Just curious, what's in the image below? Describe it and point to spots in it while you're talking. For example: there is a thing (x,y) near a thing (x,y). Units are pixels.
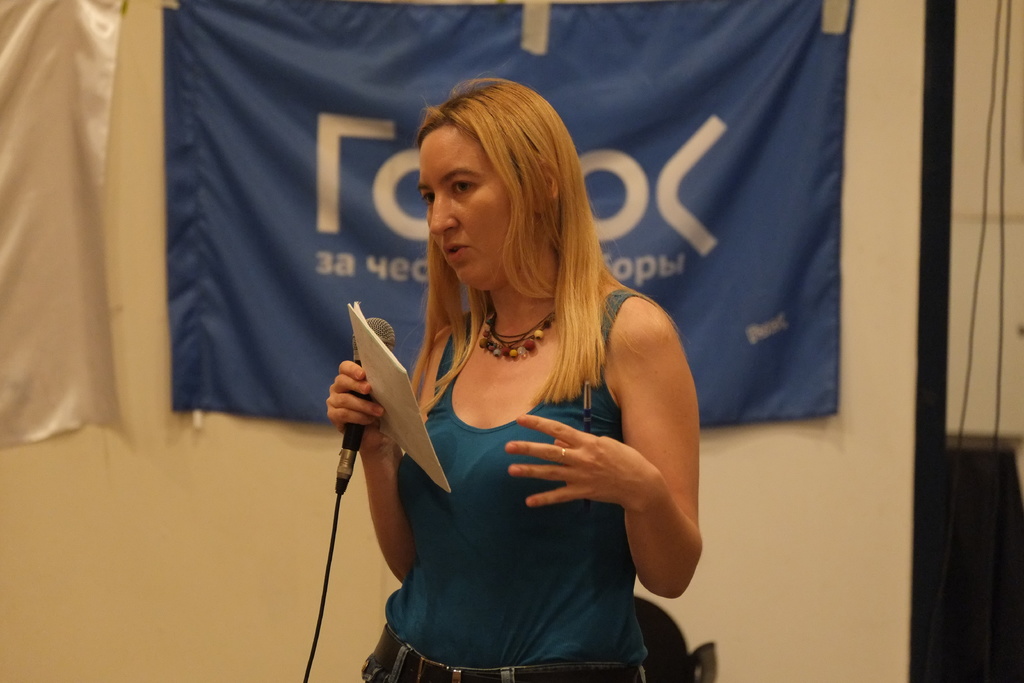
a person (465,472) is standing holding a book (403,378) and a microphone (391,332) in her hand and a pen (584,428) in the other hand (597,451). behind her there are flags (263,129).
